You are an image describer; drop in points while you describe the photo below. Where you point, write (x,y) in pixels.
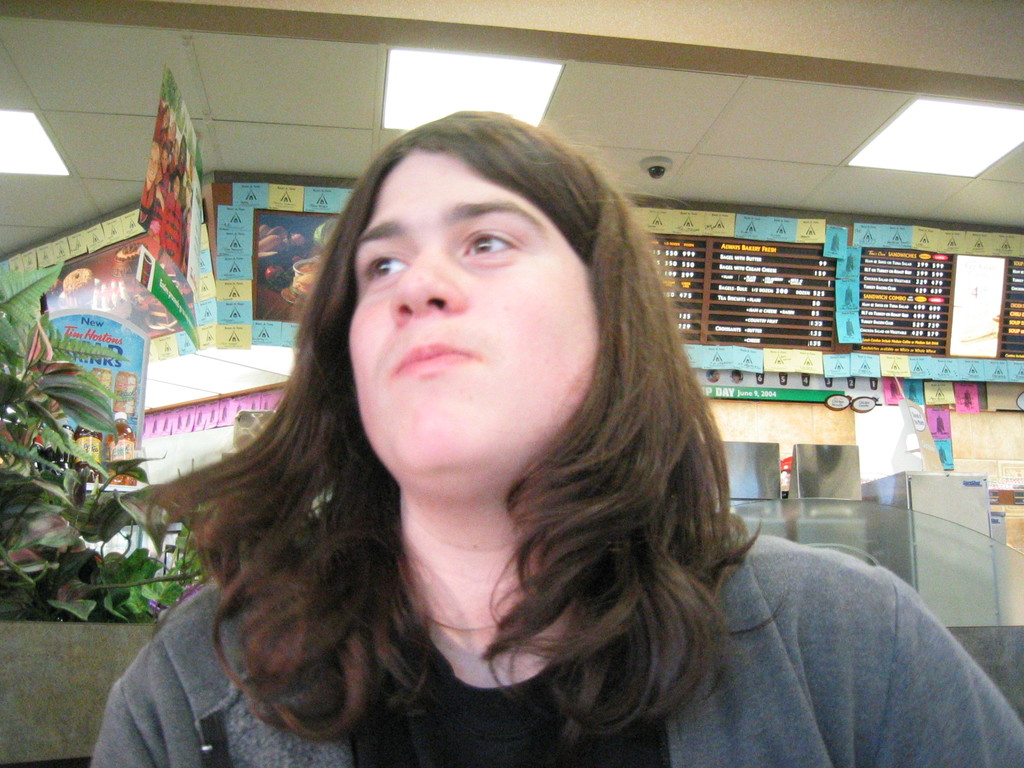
In the image we can see a person (545,557) wearing clothes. Here we can see leaves (66,442) and posters (764,265), on the poster (217,243) we can see the text (816,307) and the lights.
